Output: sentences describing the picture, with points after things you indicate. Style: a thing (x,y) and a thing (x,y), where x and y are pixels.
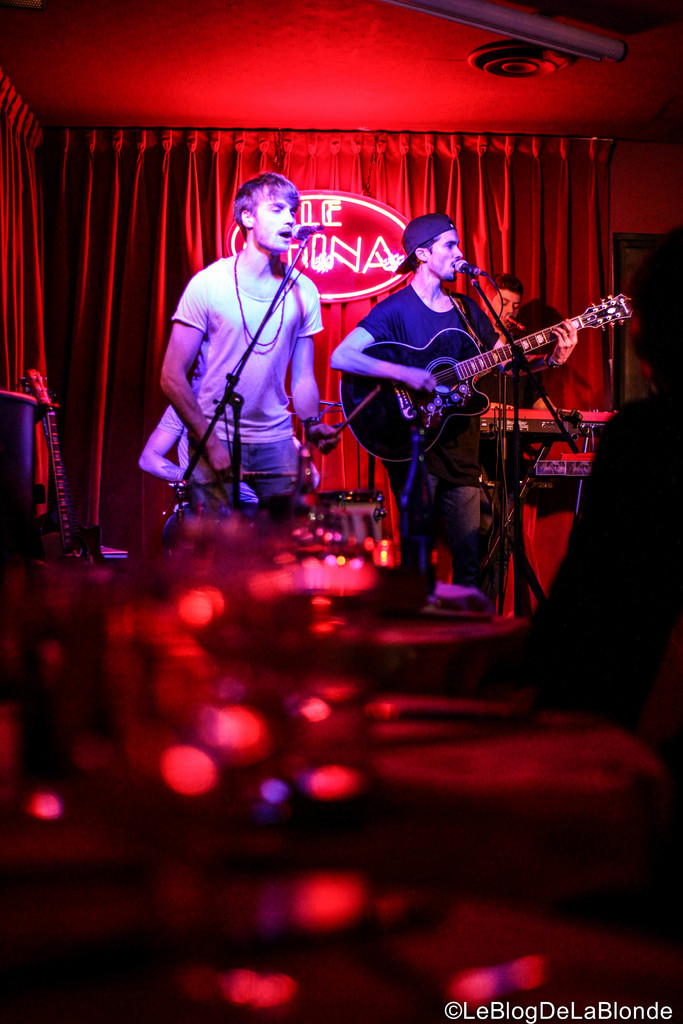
In this picture we can see two persons (434,280) are standing in front of mike (308,236). He is playing guitar (472,396). Here we can see a man (275,424) who is playing drums (319,496). On the background (492,188) there is a curtain (486,194). And these are some musical instruments (578,409).
